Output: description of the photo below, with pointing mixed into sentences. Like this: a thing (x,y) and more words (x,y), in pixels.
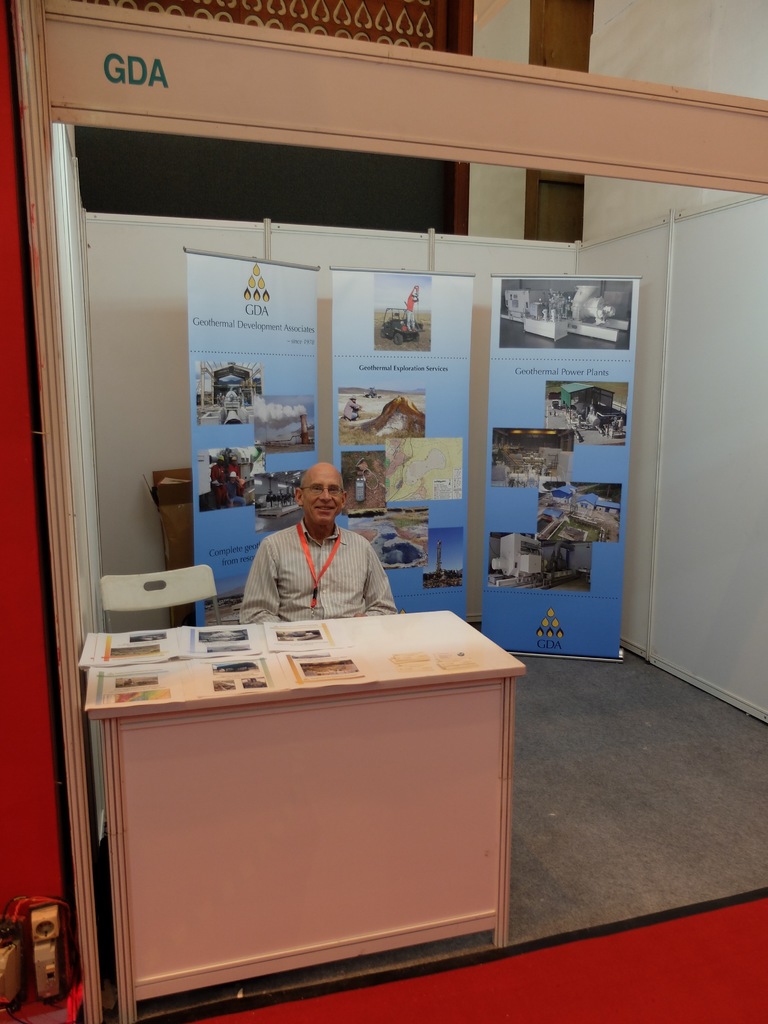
In the image there is a store (61,488). To the left corner of the store (227,645) there is a table (452,686) with few papers (289,643) on it. Behind the table (281,627) there is a man (334,557) with red tag (306,558) around his neck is sitting. Beside him there is an empty chair (177,577). Behind him there are three posters (244,383). And the walls (155,314) of the store (181,264) are white in color. To the left corner (15,351) and bottom corner of the image (753,939) there is red carpet (431,1012).
